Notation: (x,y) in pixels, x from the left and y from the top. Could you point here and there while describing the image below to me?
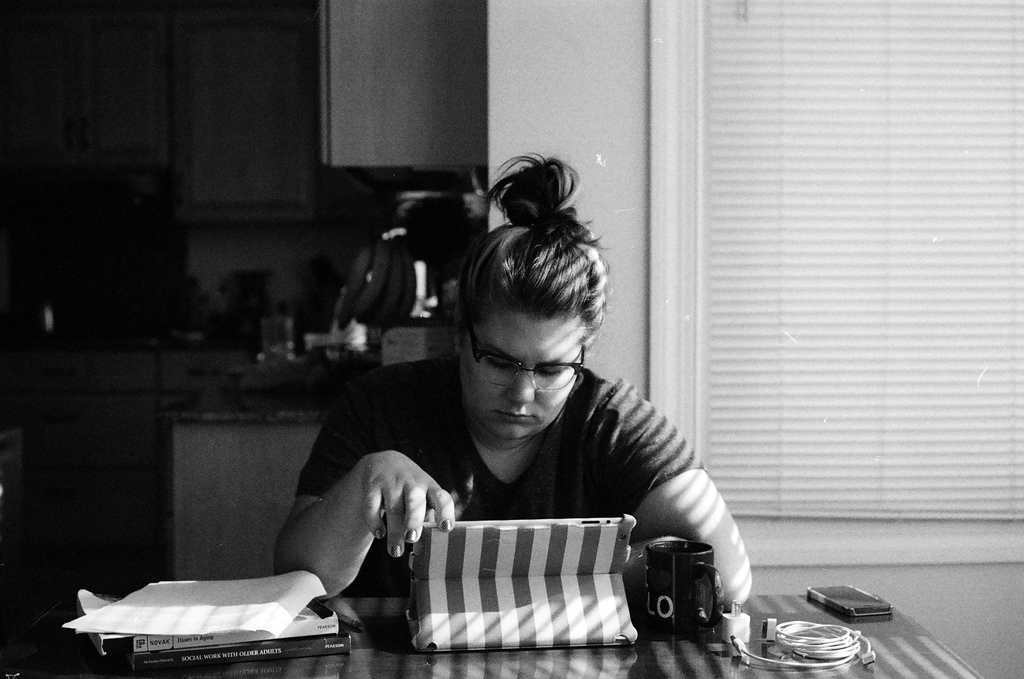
In this picture we can see a woman (604,462). There are a few books (159,644), paper (306,599), tablet (458,591), cup (718,619), charger (812,625) and a phone (845,603) on the table (891,635). We can see a few objects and a wooden cupboard (64,376) in the background (370,296).
